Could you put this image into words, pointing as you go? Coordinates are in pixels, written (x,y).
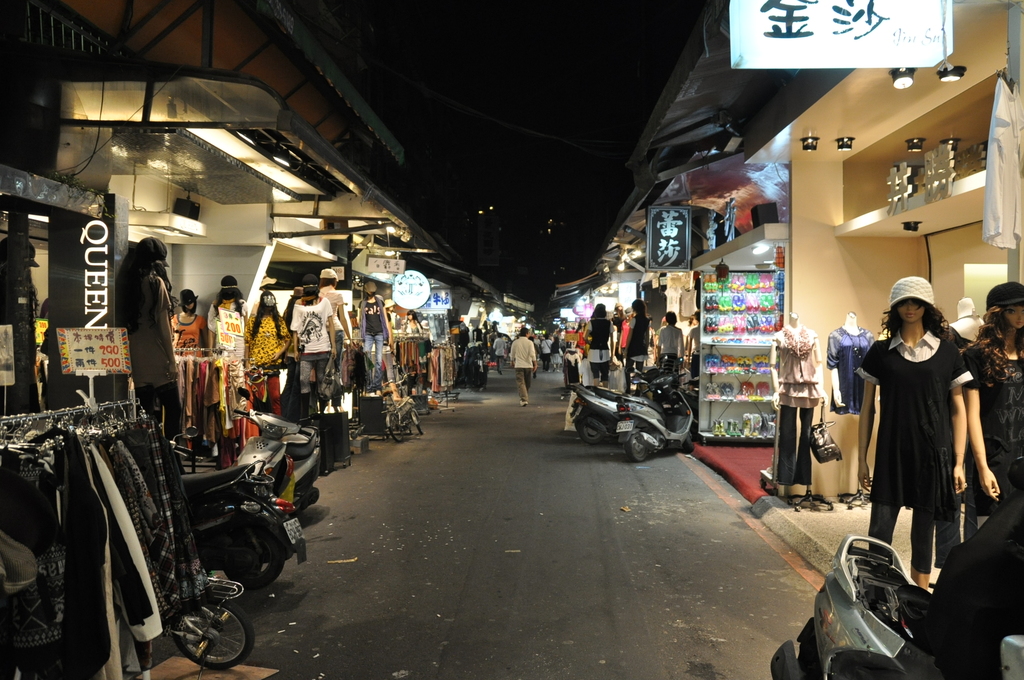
In this picture i can see the man (535,363) who is wearing shirt (534,349), trouser (522,386) and shoe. He is the walking on the road (526,415). On the right (976,424) and left side (323,310) i can see many statues (164,400) which are kept in front of the shops (284,404). In the bottom left corner (31,606) i can see the clothes (77,488) which are hanging on this steel stand (31,413). Beside that i can see many vehicles (306,499). On the right (949,145) i can see the lights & boards (847,32). At the top (549,38) i can see the darkness (552,23). In the bottom right (948,468) there are statues (914,349) who are wearing the clothes (914,349) and kept near to the bike (872,587).
